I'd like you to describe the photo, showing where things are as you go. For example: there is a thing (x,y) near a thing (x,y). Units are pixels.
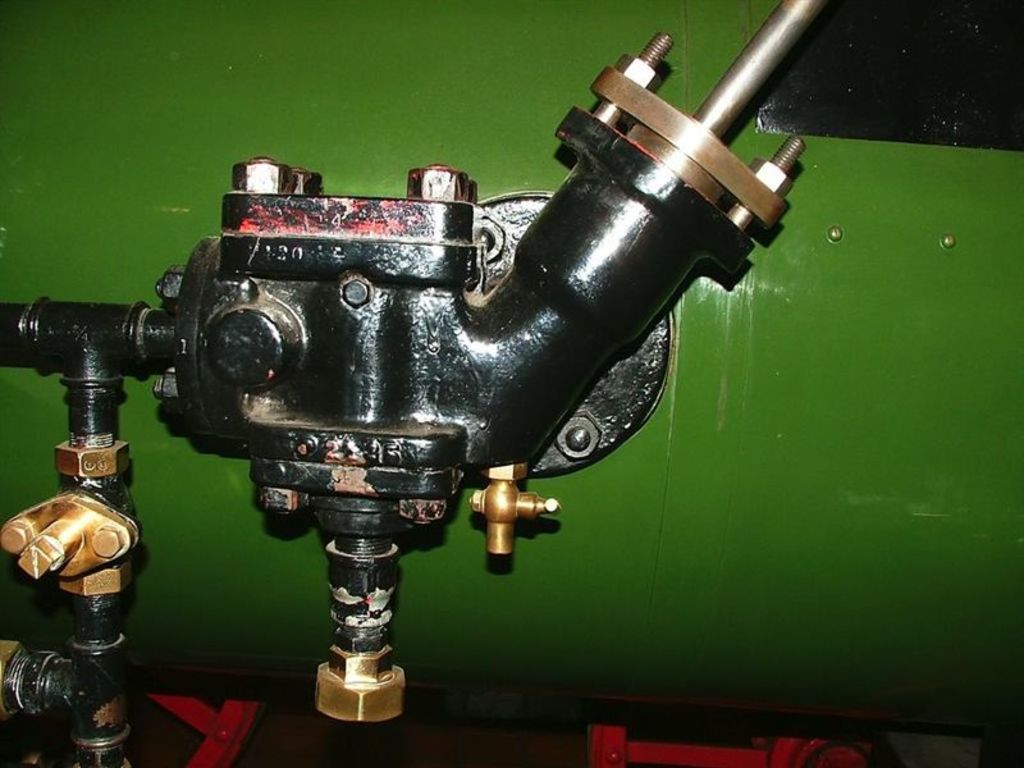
In this image we can see a mechanical part (400,381) of a device (553,264).
